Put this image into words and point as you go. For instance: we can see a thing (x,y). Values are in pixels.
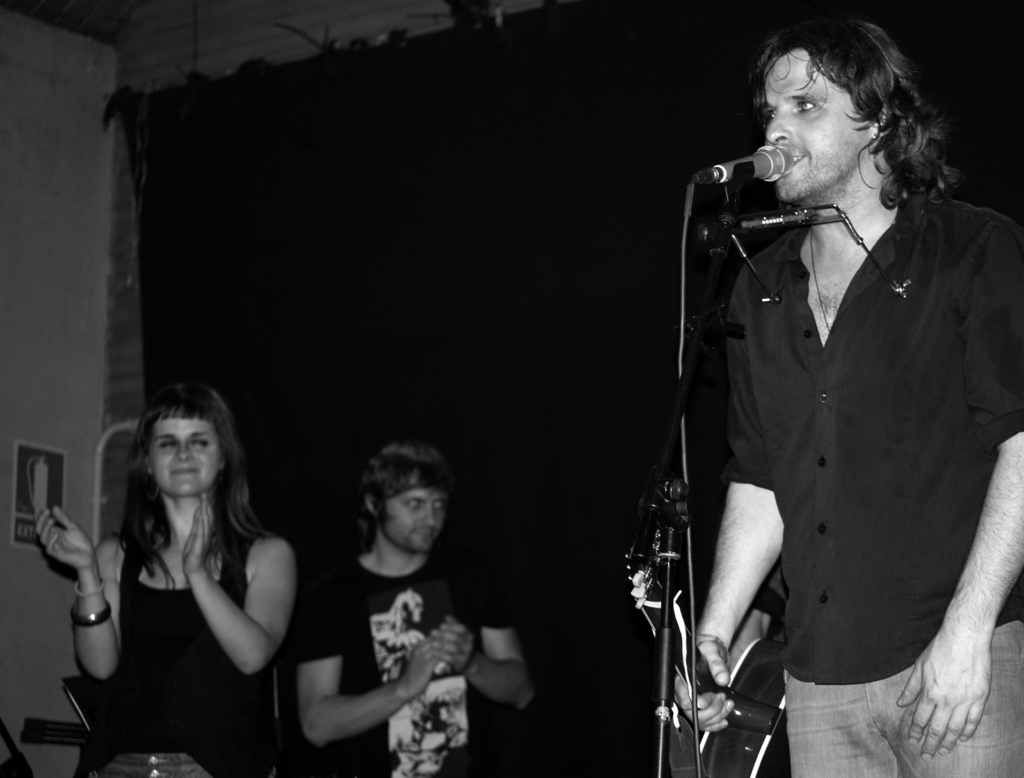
In this picture we can see three persons (430,723). This is the black and white picture. And here we can see a man (810,310) who is standing in front of mike (776,174) and holding a guitar (742,741) with his hand (715,650). On the background (19,156) there is a wall (87,204). And this is the curtain (421,288).
